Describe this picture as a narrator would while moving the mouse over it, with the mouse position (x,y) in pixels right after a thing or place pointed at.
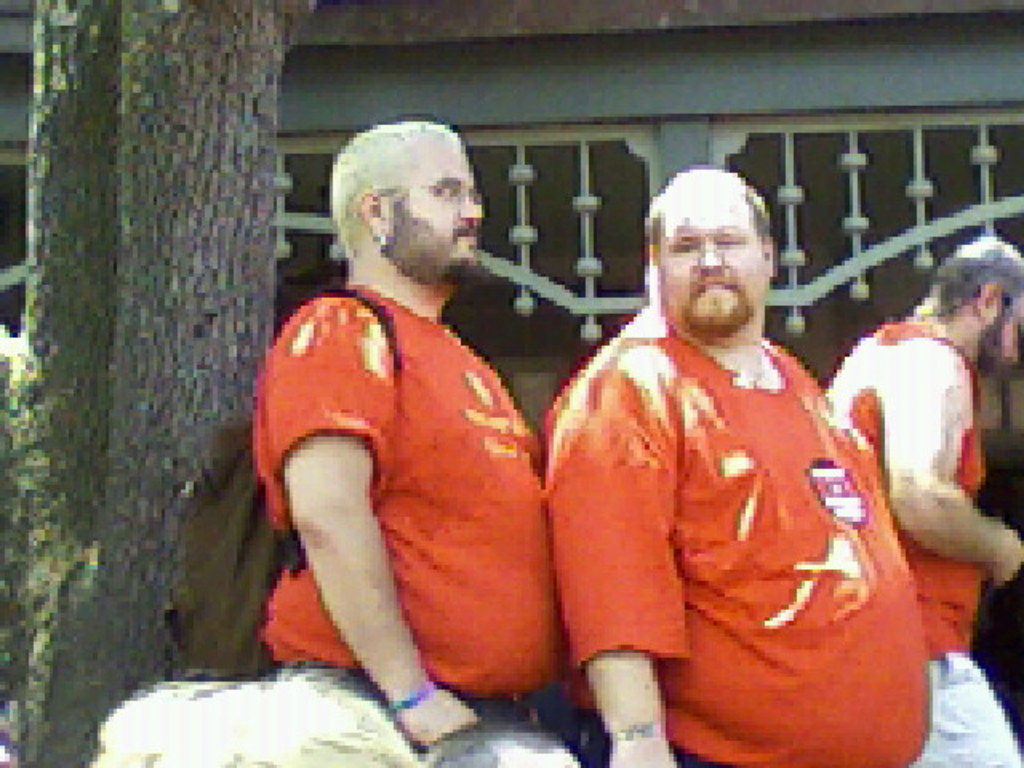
In this image I can see three persons (722,607), tree trunk (157,475) and a building (498,254). This image looks like an edited photo.
